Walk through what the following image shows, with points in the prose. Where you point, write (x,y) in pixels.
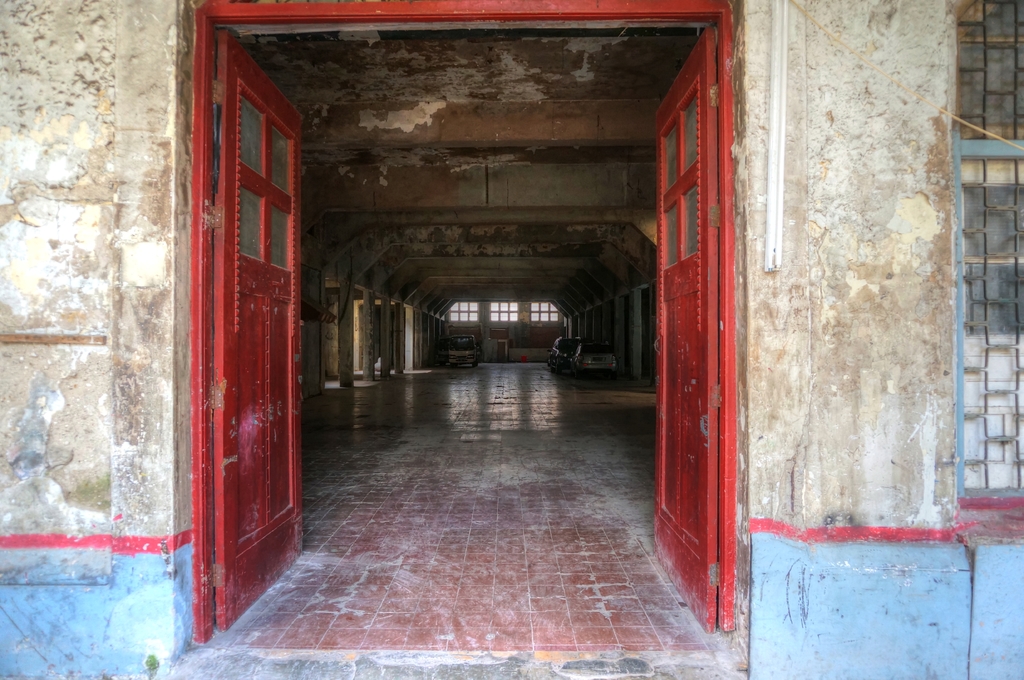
In the image there are red doors (229,400) in the front (250,226), it is a entrance (282,255) to a building (456,269), in the back (499,309) there are window (511,321) on the wall (530,308) and there are pillars (439,338) on either sides of the hall (419,337).
